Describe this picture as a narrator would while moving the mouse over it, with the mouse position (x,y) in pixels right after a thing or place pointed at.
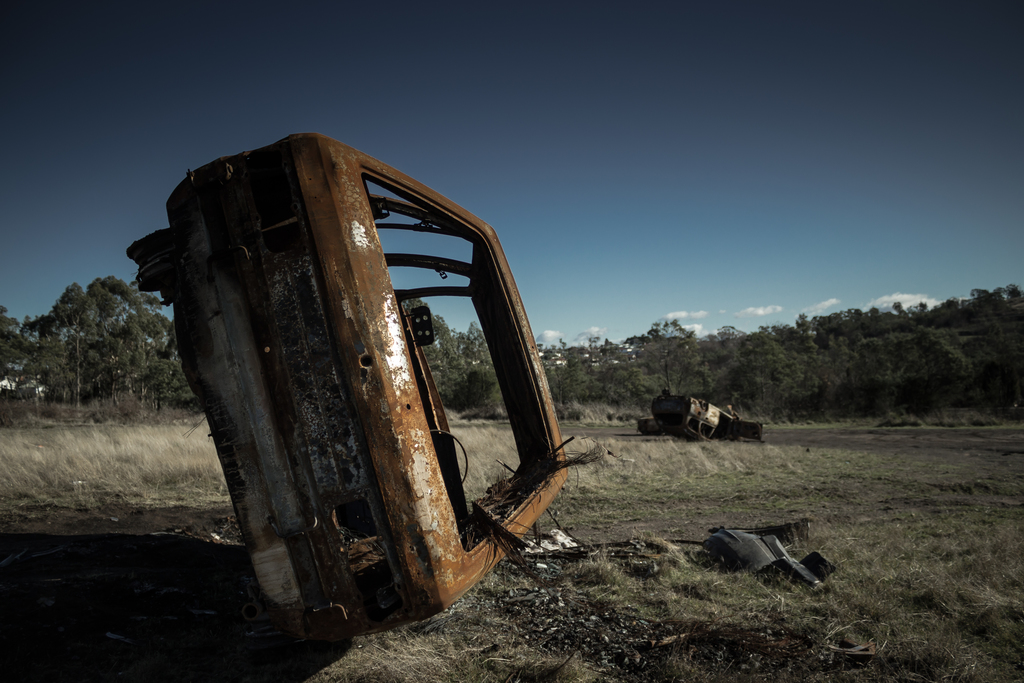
On this dried grass (608,670) we can see scrap cars (682,416) and an object (762,557). Background (38,344) there are trees (71,343) and sky (673,127). Sky (686,161) is in blue color. These are clouds (902,299).
